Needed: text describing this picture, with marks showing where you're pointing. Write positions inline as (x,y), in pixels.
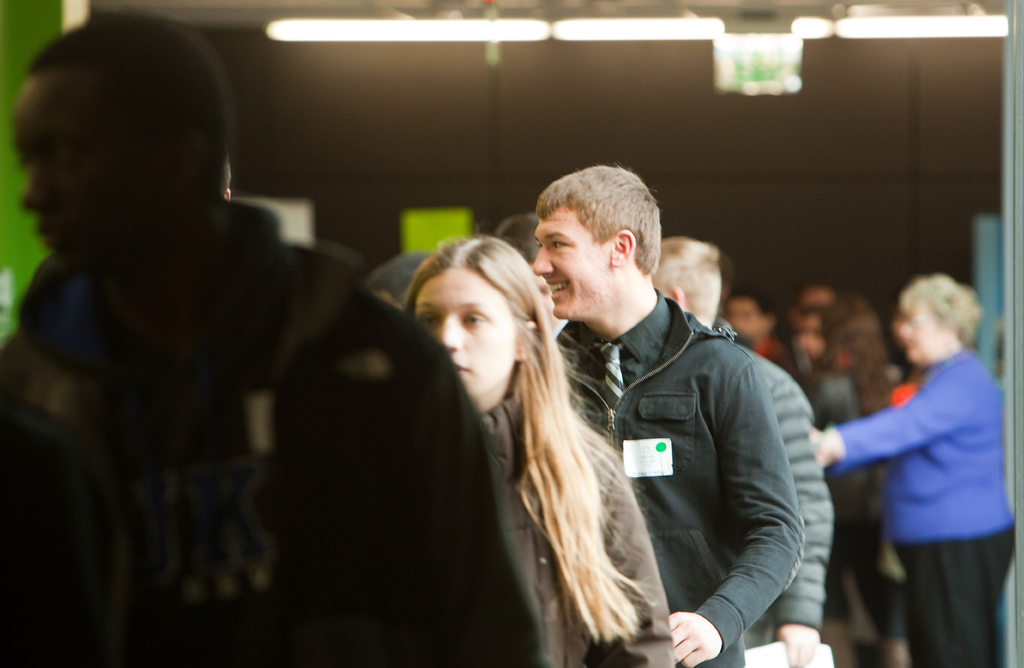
There are people (400,334) standing in the foreground area of the image (609,231) and lamps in the background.
